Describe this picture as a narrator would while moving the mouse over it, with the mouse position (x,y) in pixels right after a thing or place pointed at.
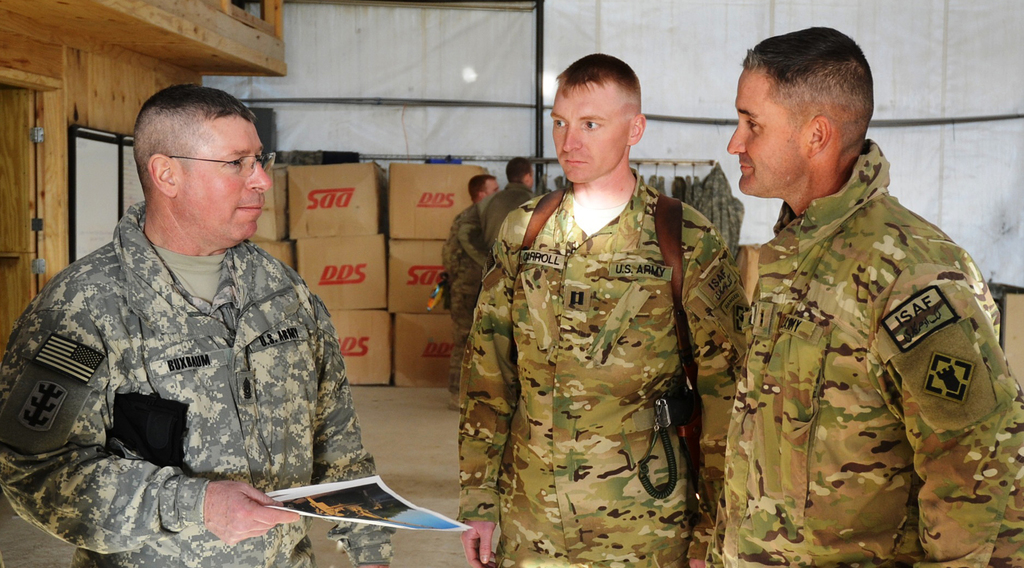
In this image we can see some people (558,314) standing. In that a man (351,438) is holding some papers (290,499). On the backside (166,45) we can see a wooden house (102,66), some cardboard boxes (422,232) and some clothes (662,190) to a hanger (712,164).
